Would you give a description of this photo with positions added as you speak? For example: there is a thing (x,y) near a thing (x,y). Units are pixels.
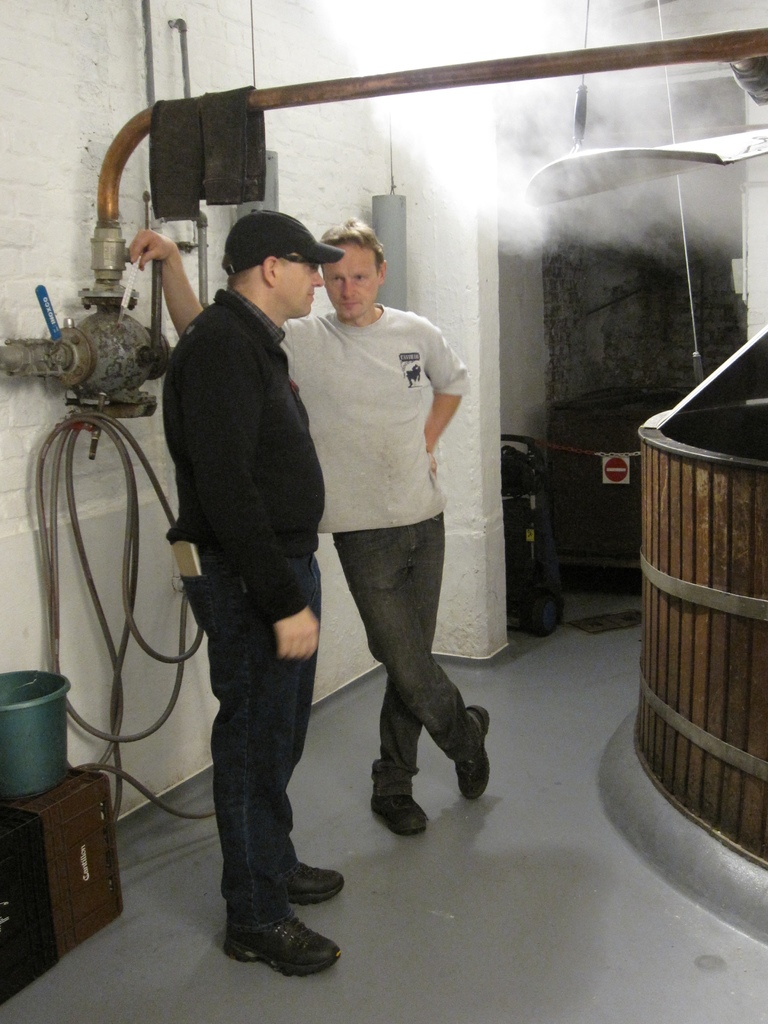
In this image we can see two persons (271,565) are standing, here a man (311,495) is wearing the black color dress (274,389), at back (127,58) here is the wall (20,442).
